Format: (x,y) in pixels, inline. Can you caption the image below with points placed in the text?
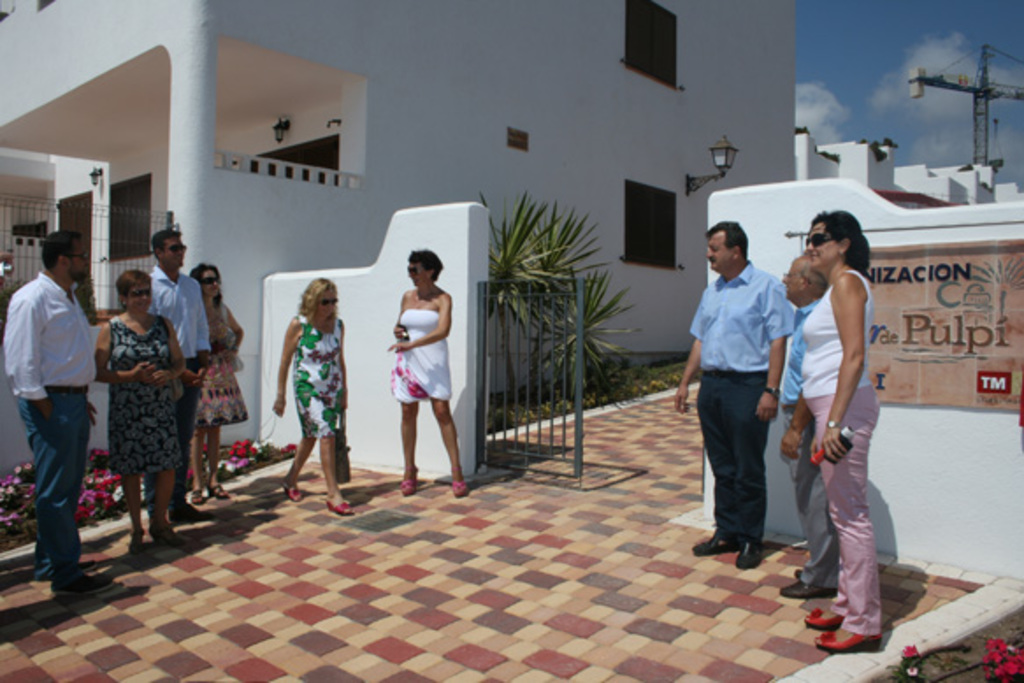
This image consists of many people (857,384) standing in front of the house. At the bottom (455,615), we can see a pavement (427,575). On the right (917,384), there is a board (921,363) fixed on the wall (891,445). In the middle (520,415), there is a gate (553,398). In the background (479,157), there are buildings (638,131). At the top (979,25), there are clouds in the sky (797,67). On the left (89,500), we can see the plants (98,490).
